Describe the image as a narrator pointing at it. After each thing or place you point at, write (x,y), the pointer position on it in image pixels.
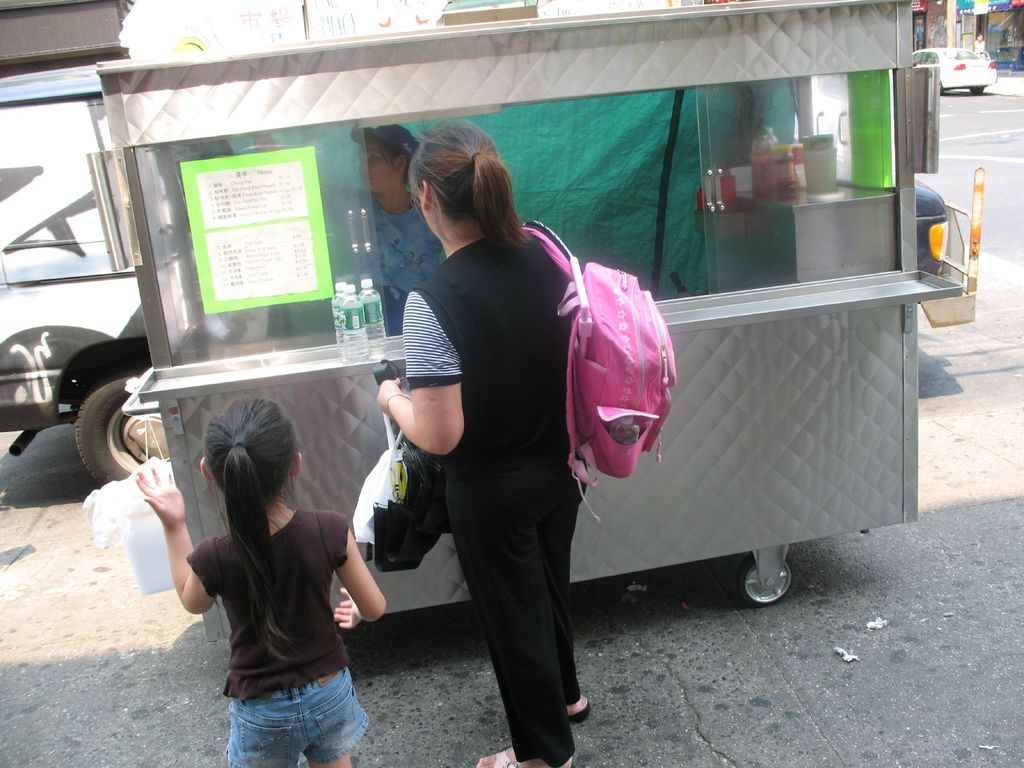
In this image a woman (502,217) is holding few bags (436,512) and carrying a bag (602,396). Beside there is a girl (326,563) standing on the floor (413,674). Before them there is a stall (292,325). A person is inside the stall (838,320). There are few bottles (336,330) on the shelf (821,285). Few vehicles (991,62) are on the road (953,111). A person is on the pavement (1012,73). Behind there is a building (933,30).
